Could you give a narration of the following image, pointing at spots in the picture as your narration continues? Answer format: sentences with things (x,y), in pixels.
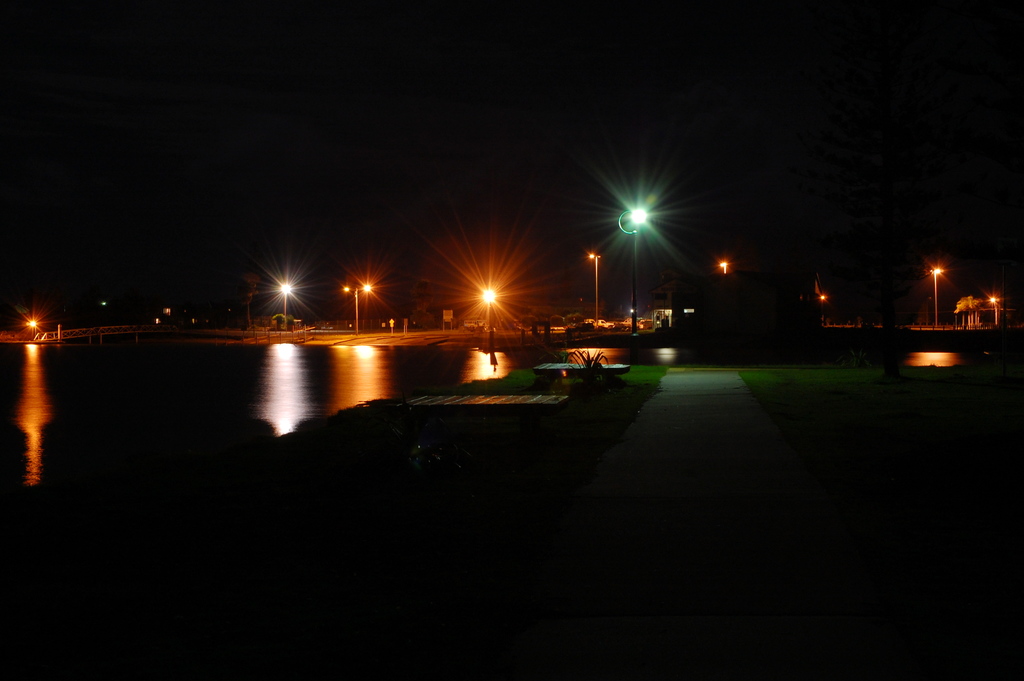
Background (738,177) portion of the picture is dark. In this picture we can see water (77,374), lights poles (720,266), plants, grass (831,446) and few objects (549,335). On the left side of the picture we can see a bridge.
